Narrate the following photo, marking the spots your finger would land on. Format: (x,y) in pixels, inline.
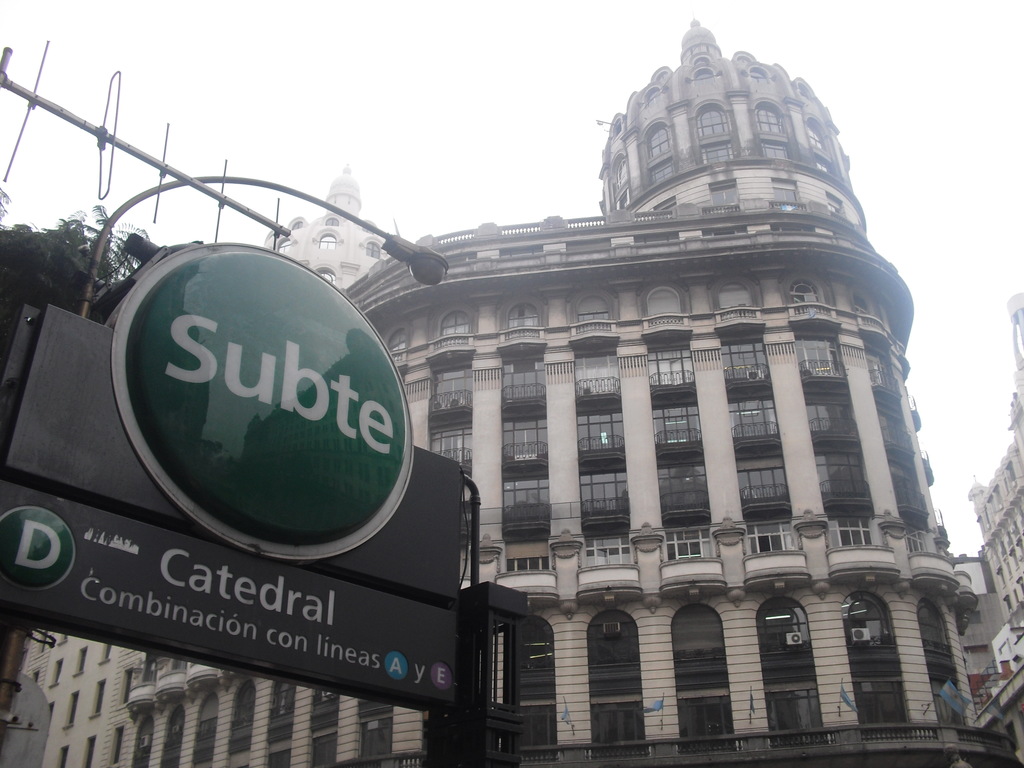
On the left side (223,433), there are sign boards (204,467) and a light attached to a pole (99,261). In the background (669,341), there are buildings (659,238) having windows (772,129) and there is sky (880,181).
